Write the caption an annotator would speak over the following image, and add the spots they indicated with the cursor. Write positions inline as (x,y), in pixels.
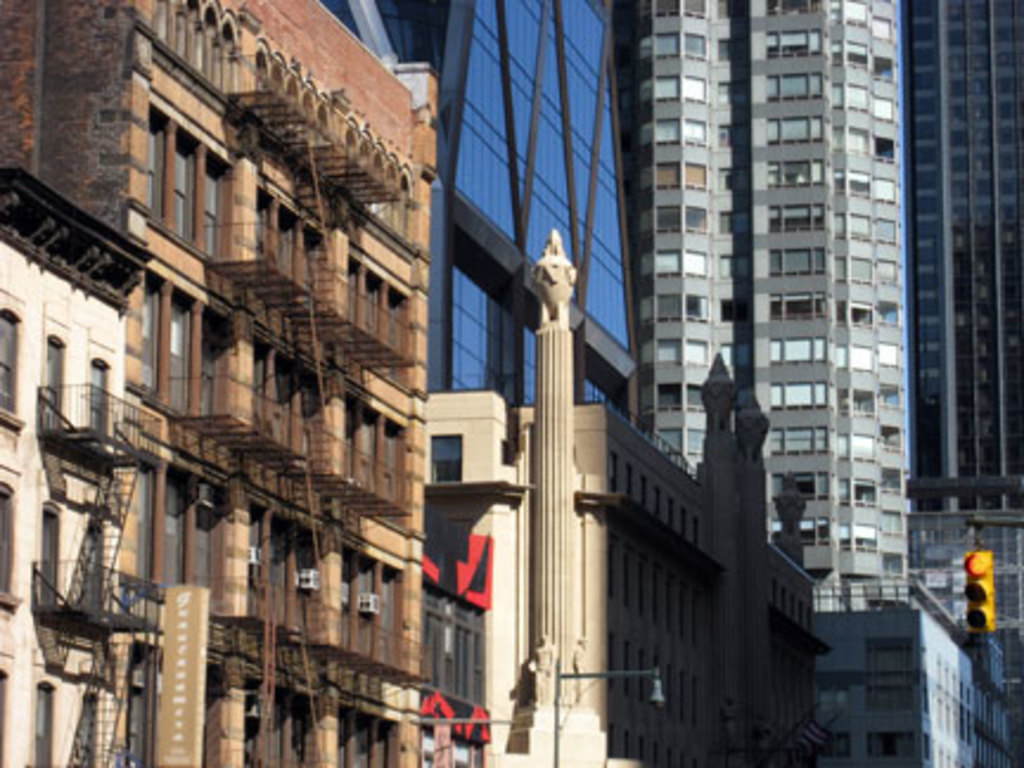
This image consists of buildings (31,475) and skyscrapers (575,327) along with windows (83,558). In the middle (550,485), there is a pillar (564,539).
